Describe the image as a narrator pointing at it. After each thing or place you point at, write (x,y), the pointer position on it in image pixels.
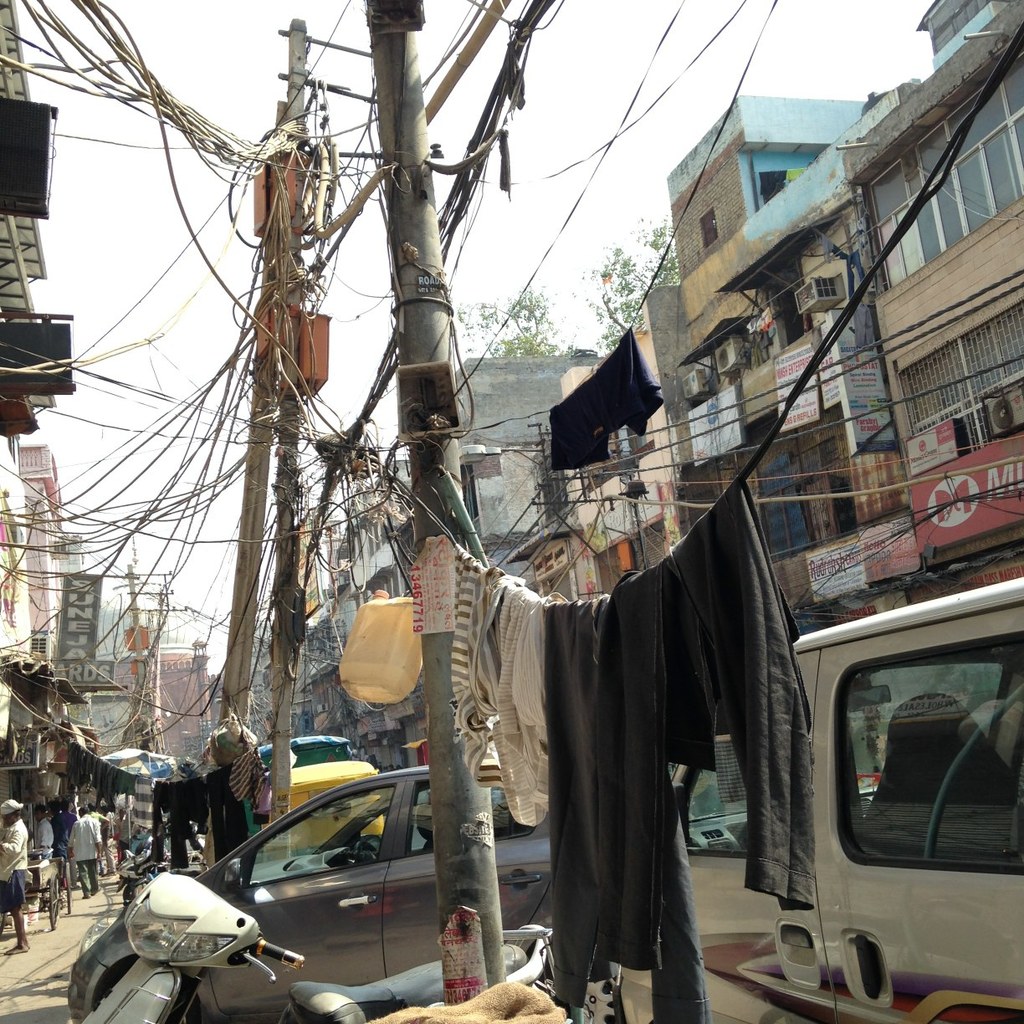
In this image, there is an outside view. There are street poles (255,569) in the middle of the image (358,460) contains some wires (289,143). There are vehicles (323,881) at the bottom of the image (386,1011). There are buildings (676,432) on the right side of the image (961,357). There are some clothes (763,648) on the wire (768,442). There is a sky (615,125) at the top of the image (582,62).
